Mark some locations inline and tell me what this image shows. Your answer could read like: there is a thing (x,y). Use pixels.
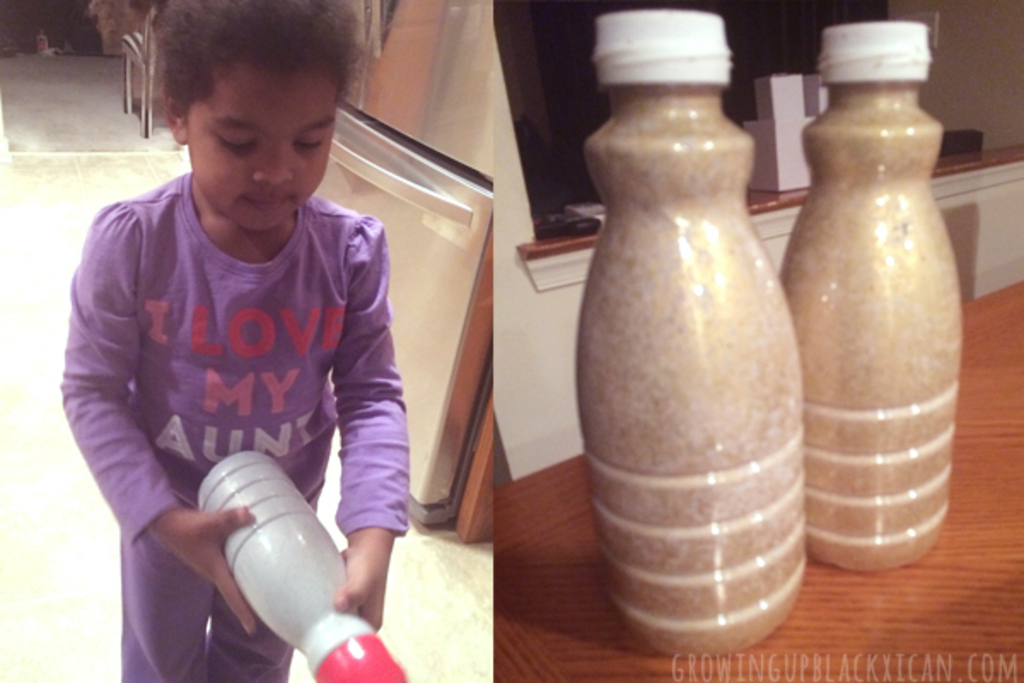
It is a collage of two different images in the first image a kid (231,186) is holding the bottle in her hand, in the second image there are two bottles (791,263) kept on a table (944,628).
